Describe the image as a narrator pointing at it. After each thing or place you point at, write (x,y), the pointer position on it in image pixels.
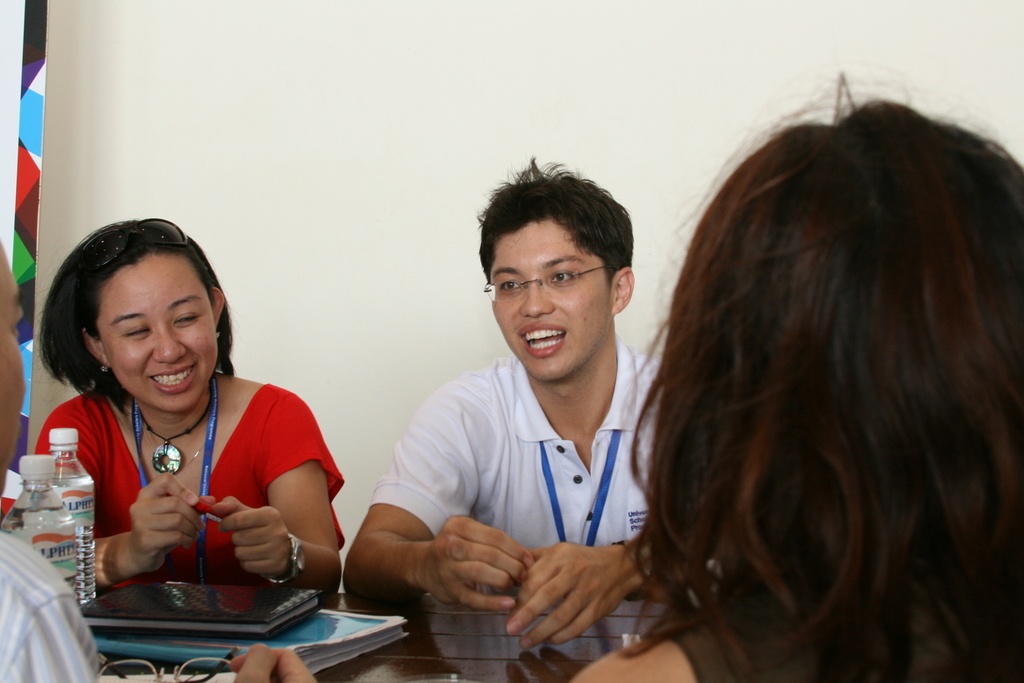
In this image I can see four persons (816,553) sitting. The person (275,471) in front (302,474) wearing red color shirt (229,469) and holding a pen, in front (191,615) I can see few books (191,601) and bottles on the table (320,682). Background (406,126) I can see wall (160,73) in white color.
